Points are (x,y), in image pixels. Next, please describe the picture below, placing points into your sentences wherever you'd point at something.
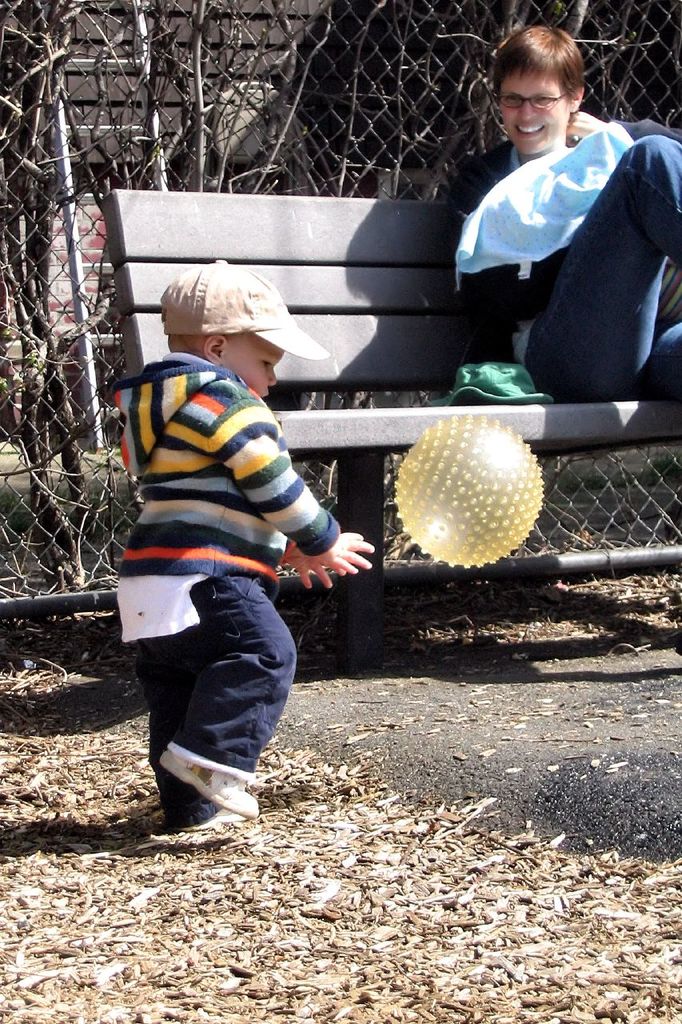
In this picture there is a small boy (313,511) on the left side of the image (226,281) and there is a lady (526,298) who is sitting on the bench (368,198) on the right side of the image (491,294), there is a ball (474,445) on the right side of the image (472,521).
